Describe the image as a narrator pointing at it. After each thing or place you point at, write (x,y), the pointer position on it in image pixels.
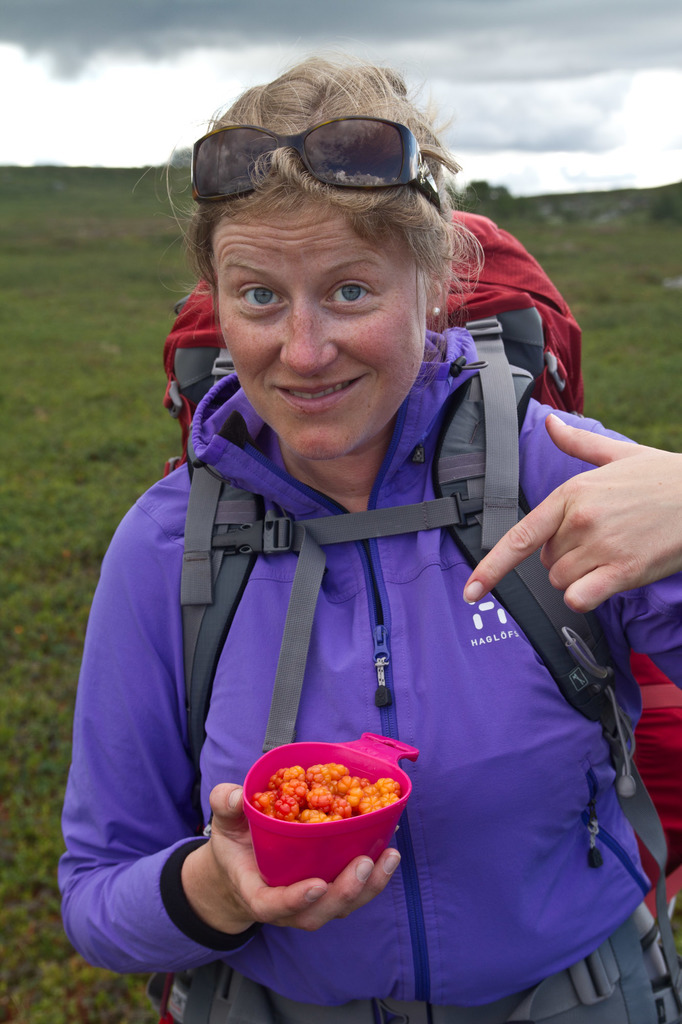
In this image we can see a person (228,479) holding a food item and in the background (511,48) we can see the sky (218,76).
